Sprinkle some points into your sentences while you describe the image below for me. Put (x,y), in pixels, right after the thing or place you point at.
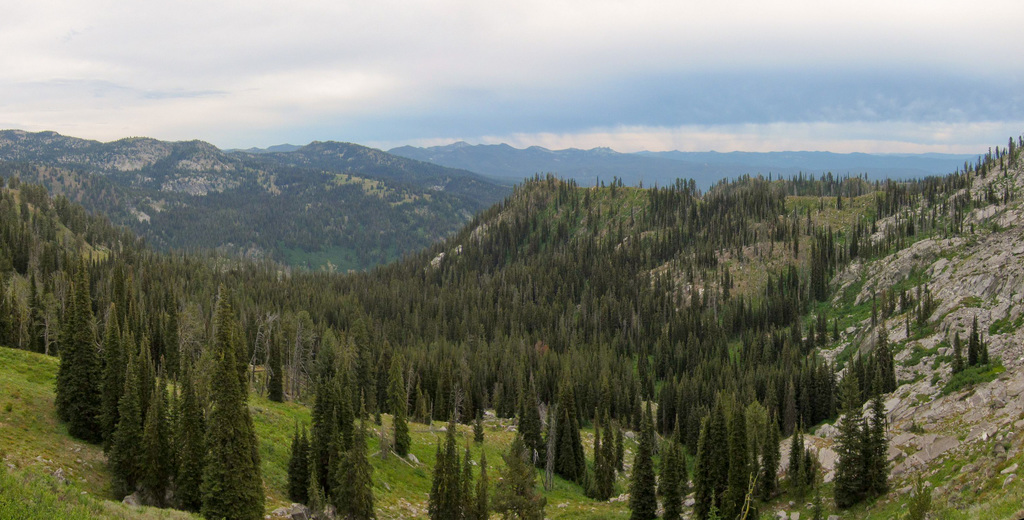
In this picture we can see the beautiful view of the mountains (339,303) full of trees (535,252). On the top (494,113) there is a sky (590,126) and clouds (590,126).
